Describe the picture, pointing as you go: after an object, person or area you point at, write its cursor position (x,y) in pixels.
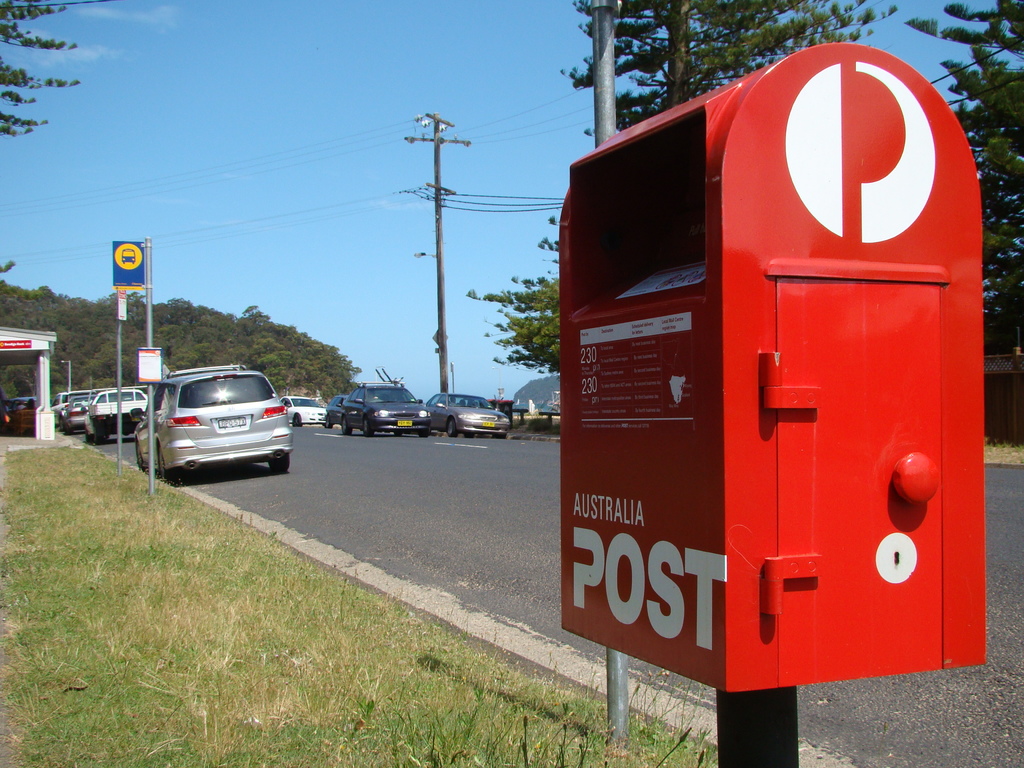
As we can see in the image there is a postbox (765,558), grass (207,526), cars (268,407), current pole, trees (330,359) and sky (446,90).
